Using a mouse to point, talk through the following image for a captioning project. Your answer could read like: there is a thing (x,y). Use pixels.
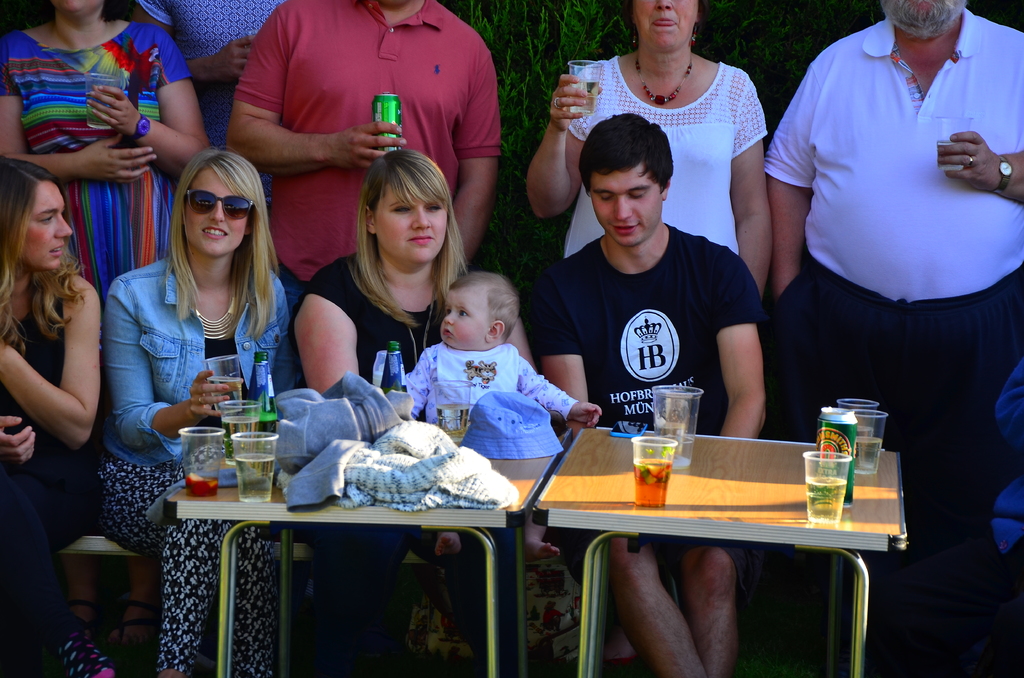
There are four people (547,344) and a baby (496,339) sitting in front of a table (596,443) which has some drinks (864,452) on it and there are few people (691,86) standing behind them.
